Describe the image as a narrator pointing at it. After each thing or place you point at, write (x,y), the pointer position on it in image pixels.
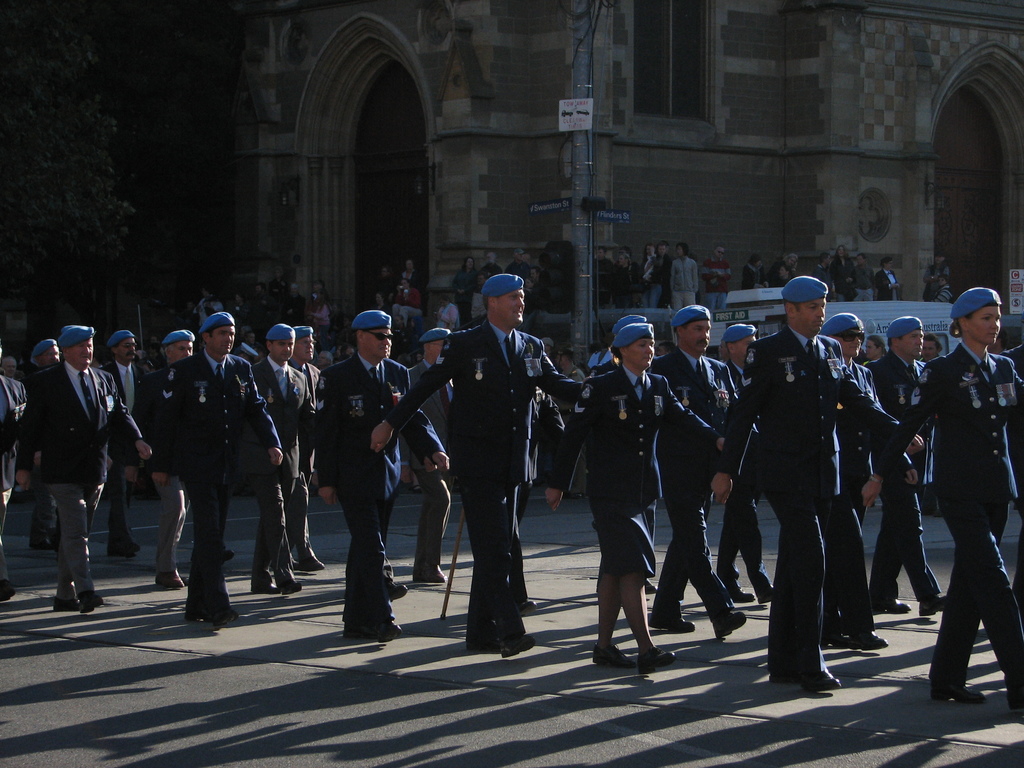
In this picture we can observe some people (556,414) marching on the land (321,674). All of them are wearing blue color coats (453,410) and caps (449,333) on their heads (434,342). We can observe a pole (578,183). In the background (439,170) there is a building (547,140).
